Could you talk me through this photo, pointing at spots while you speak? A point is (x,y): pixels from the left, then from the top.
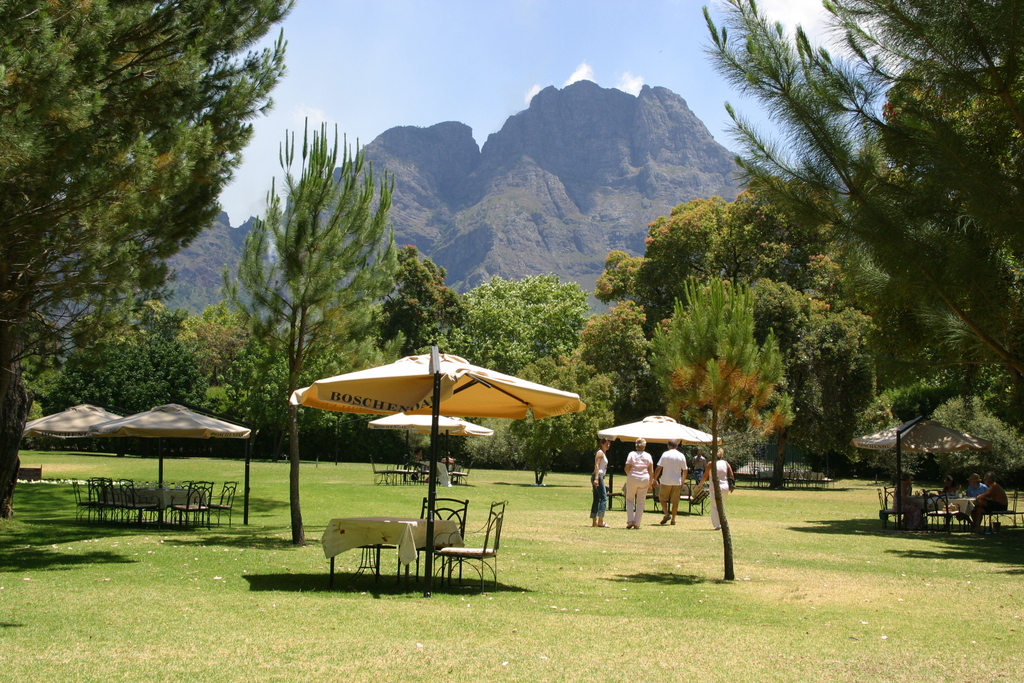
In the image we can see there are people (683,482) walking, standing and some of them are sitting. They are wearing clothes (719,465), this is grass (693,609), umbrella (419,374), chairs (423,509), table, trees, mountains (449,243) and a cloudy pale blue sky (444,81).
